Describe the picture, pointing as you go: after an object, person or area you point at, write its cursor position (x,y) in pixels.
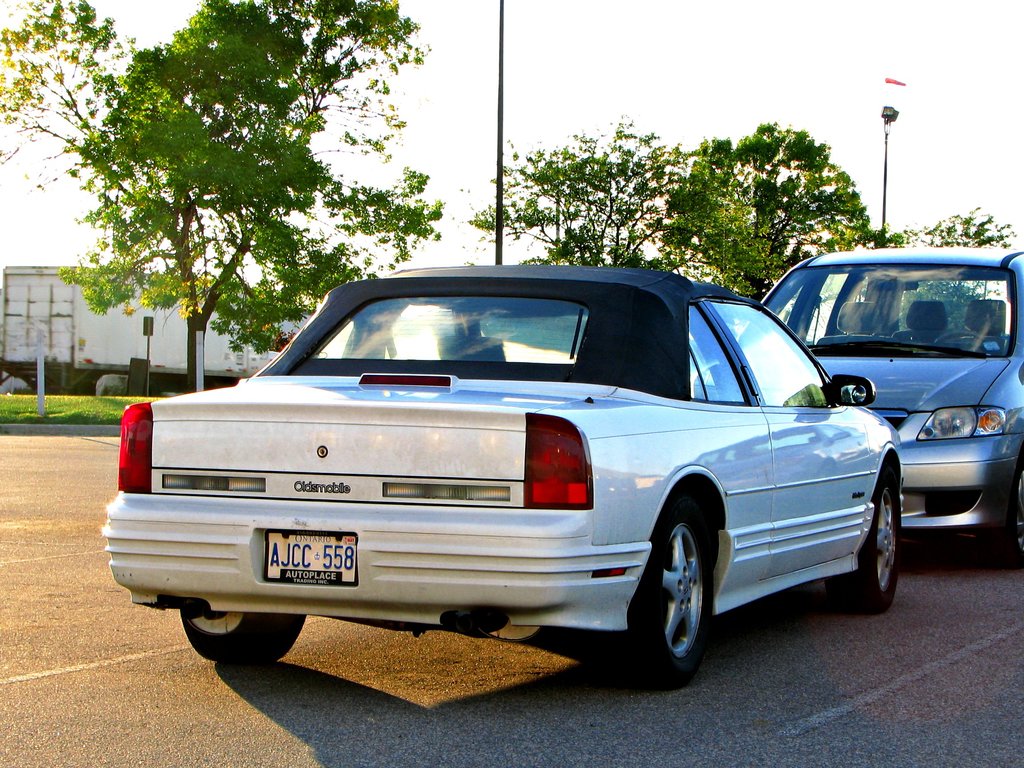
In this picture we can see the sky (445,12) and it seems like a sunny day. We can see the trees (684,193), poles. On the left side of the picture (32,316) we can see a vehicle (75,314), grass (117,408), poles (198,356) and a board (150,327). This picture is mainly highlighted with the cars (780,429) on the road (98,654).
